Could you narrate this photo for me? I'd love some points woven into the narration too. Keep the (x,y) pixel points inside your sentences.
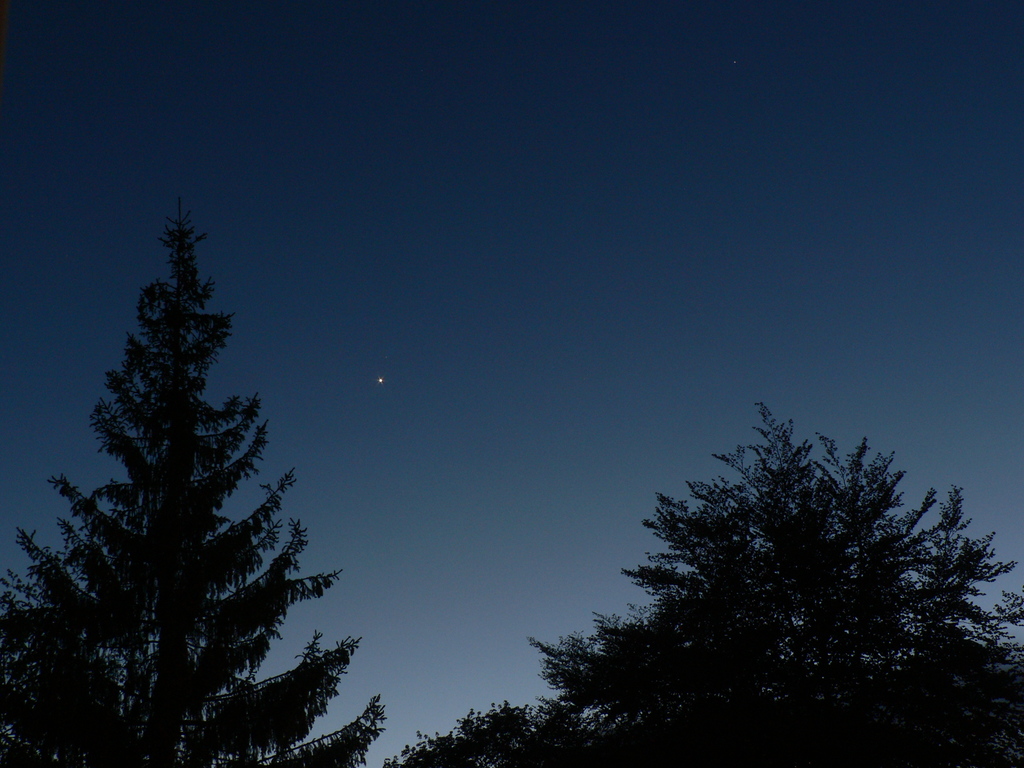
In this image we can see trees (589,645). In the background (641,378) there is sky (396,374) and star (379,381).
